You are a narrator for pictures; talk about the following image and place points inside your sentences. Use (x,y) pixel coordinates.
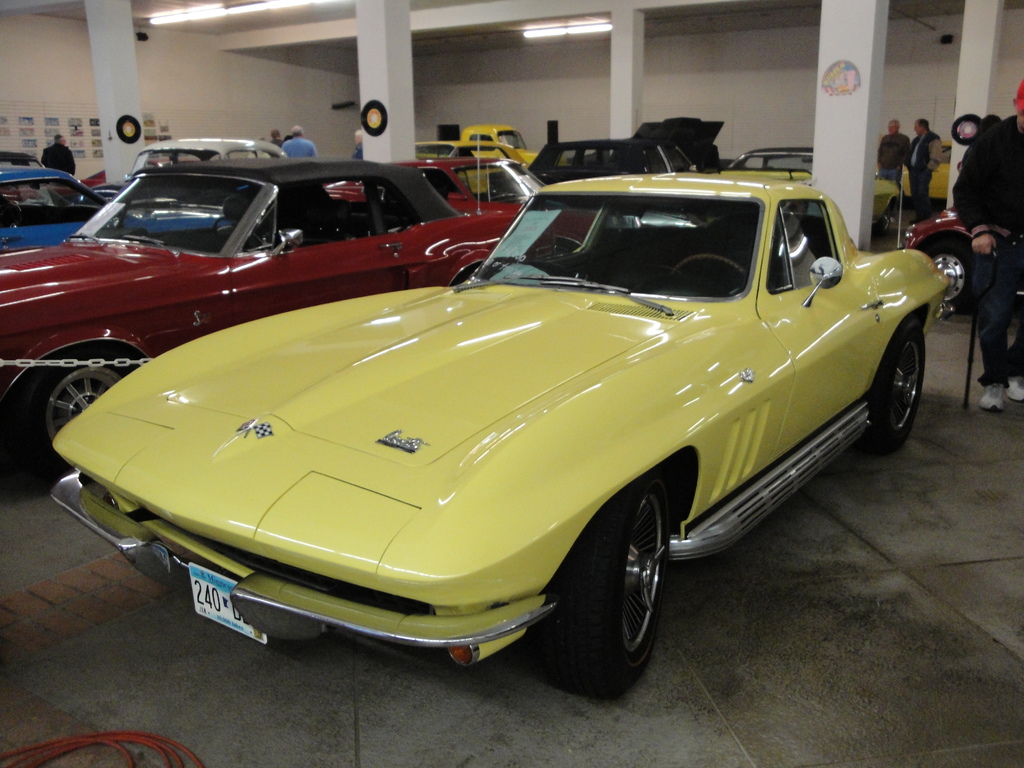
In this image I can see there are cars (374,192) on the floor (689,564). And there are wires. And there are persons (885,177) standing and holding a stick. And there is wall (60,128) with posters (75,136). And at the top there are lights (284,3). And there are pillars (114,145).
